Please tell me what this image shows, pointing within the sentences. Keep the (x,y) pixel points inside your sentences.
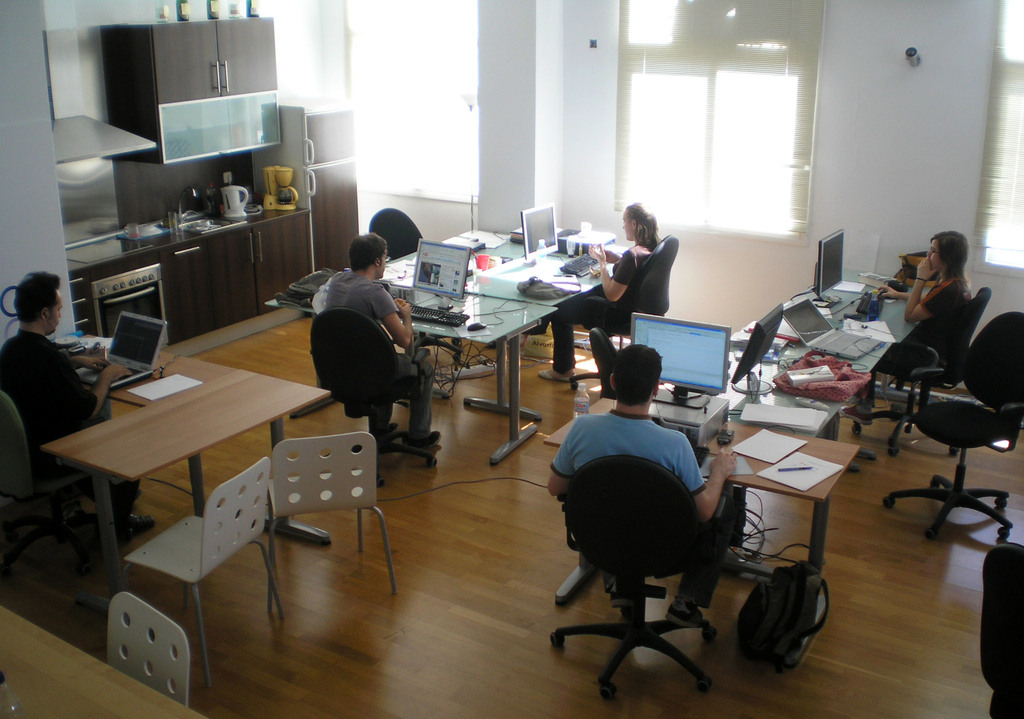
In this image we can see few people (568,467) sitting on the chairs (669,527). There are many objects (757,416) on the tables (190,423). There are few objects (197,214) on the cupboard (176,250). There are objects (201,226) in the image. We can see few people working on the laptop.
